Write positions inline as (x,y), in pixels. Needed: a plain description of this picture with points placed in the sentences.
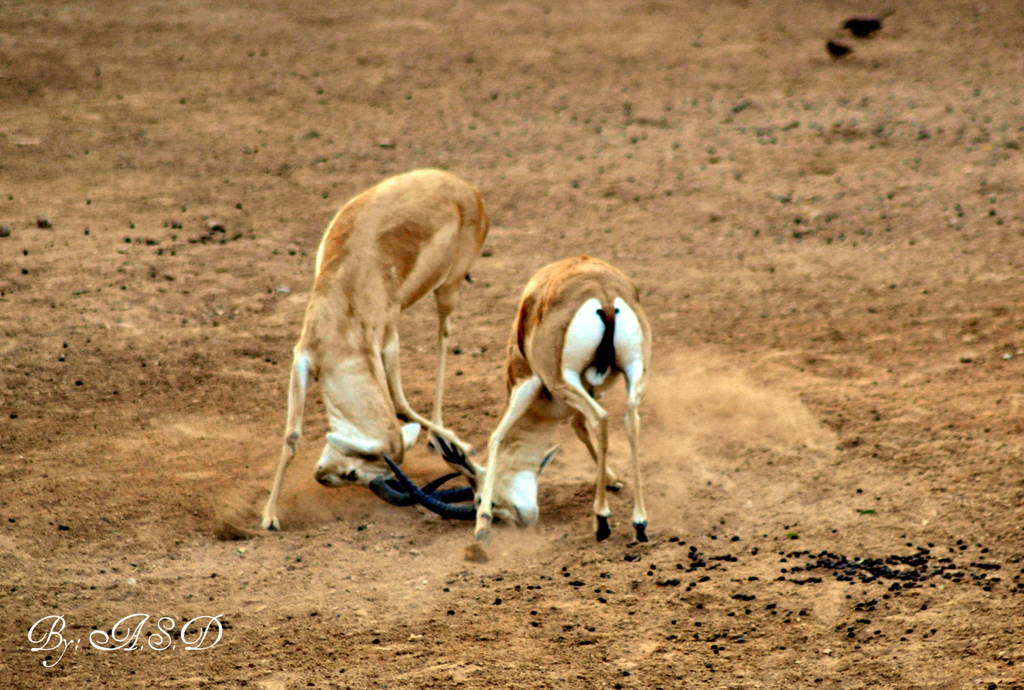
In this picture there are two deer (622,276) standing. At the back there are birds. At the bottom (389,611) there is mud (635,647) and there is dirt (686,573). At the bottom left (207,626) there is text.
